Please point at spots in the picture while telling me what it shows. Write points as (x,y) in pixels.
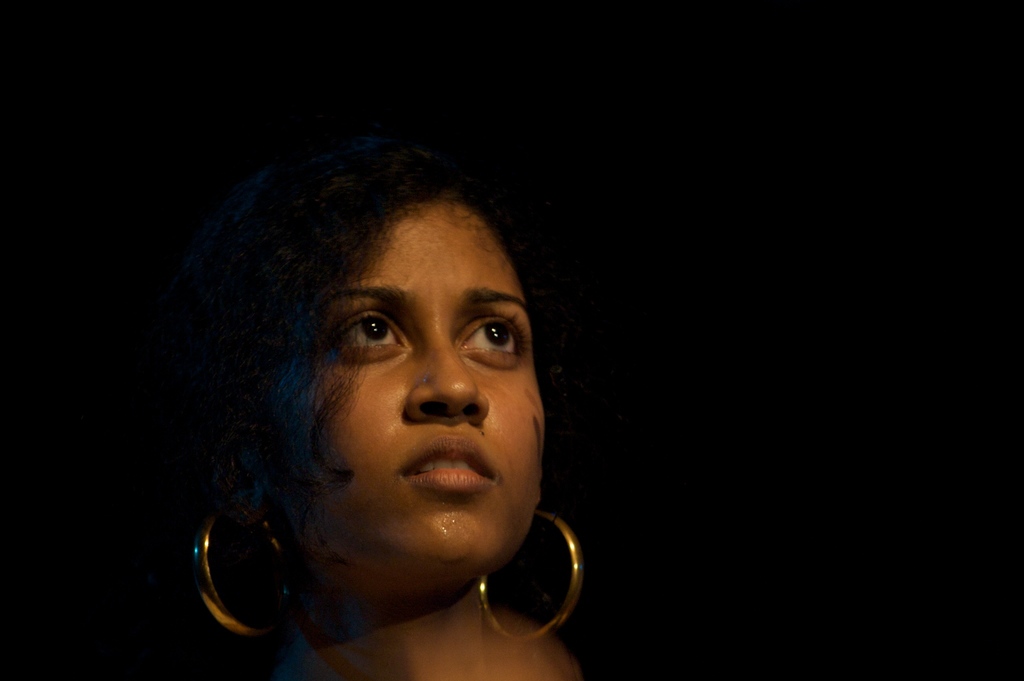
Here I can see a woman (385,503) looking at the right side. The background (991,184) is in black color.
